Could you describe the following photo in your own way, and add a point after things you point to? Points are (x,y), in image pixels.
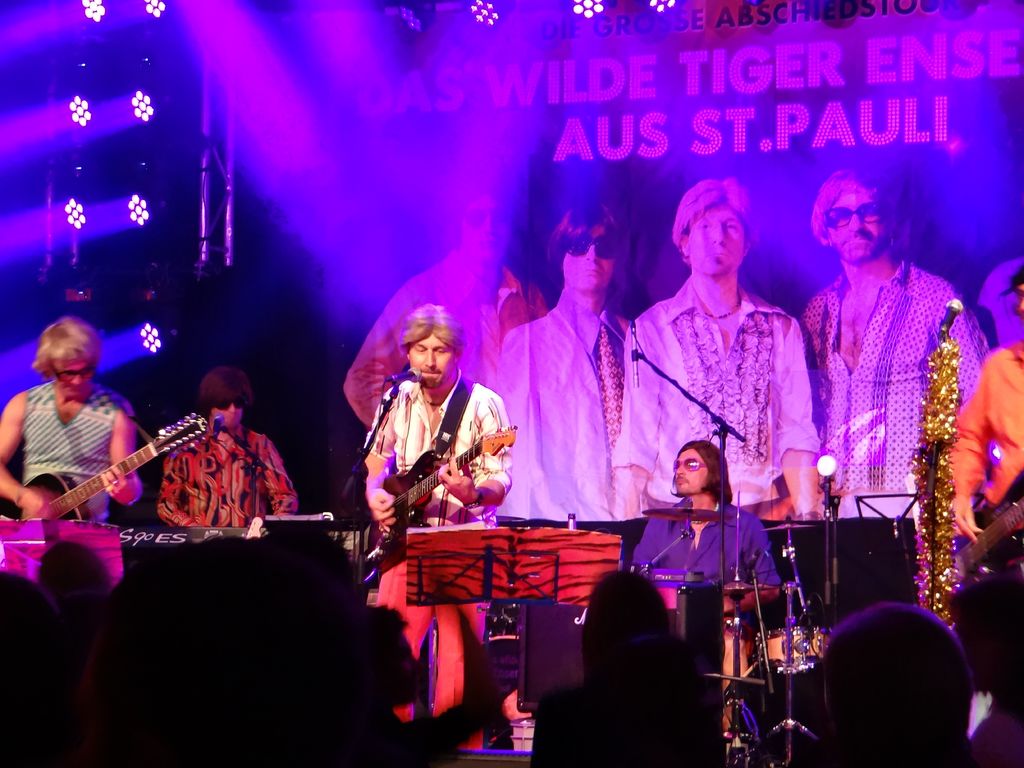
There are few people (470,444) on the stage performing by playing musical instruments (132,469) and on the stage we can see mike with stand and other musical instruments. In the background (557,221) there is a screen (705,226), lights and poles (203,269). At the bottom (186,617) there are audience (146,683).
